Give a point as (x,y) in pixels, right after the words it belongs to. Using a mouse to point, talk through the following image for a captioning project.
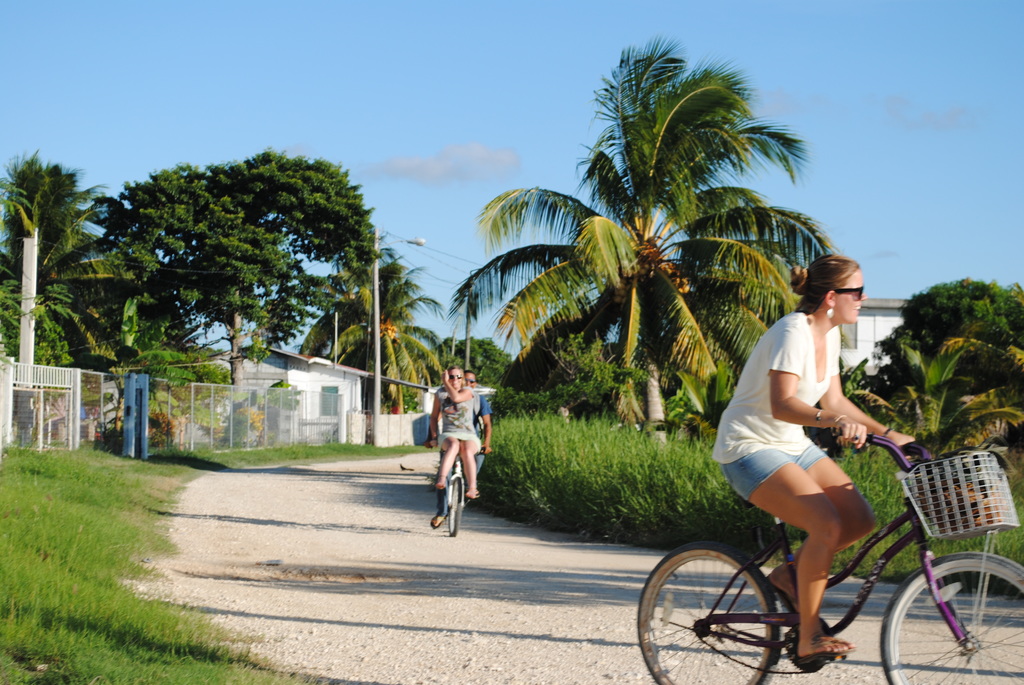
In the middle (458,408) two people (462,444) are doing cycling in that one is man (481,403) and another one is woman (466,407). On the right (788,397) woman (790,412) is doing cycling. In the middle (587,453) there is grass (608,459) and plants (587,371). On the top left (167,219) there is a tree (236,240). In the top right (683,202) there is a coconut tree (643,250). in the middle (344,391) there is a small house (311,389) in the left (96,405) there is a fence (229,405), In the middle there is a road (375,598).
